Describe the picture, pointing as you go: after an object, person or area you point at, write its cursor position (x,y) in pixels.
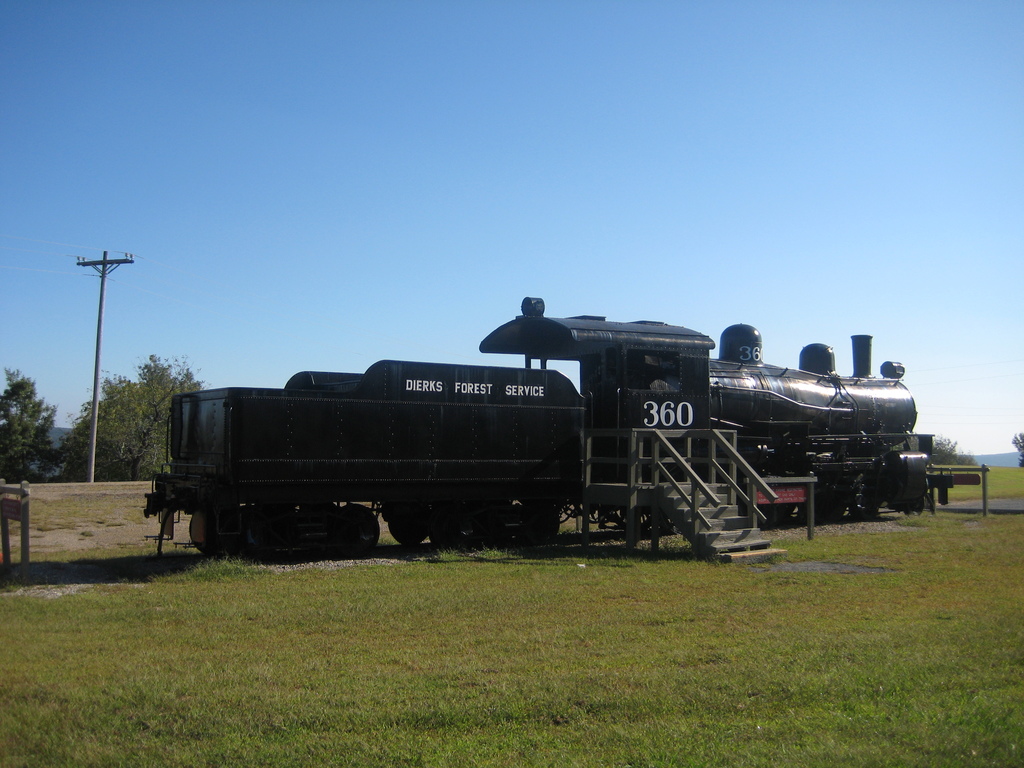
In this image there is a train engine (595,449) and there are stairs (729,503) on the surface (637,620) of the grass (515,610). In the background (42,343) there is a utility pole (79,262), trees (39,412) and the sky (573,180).
